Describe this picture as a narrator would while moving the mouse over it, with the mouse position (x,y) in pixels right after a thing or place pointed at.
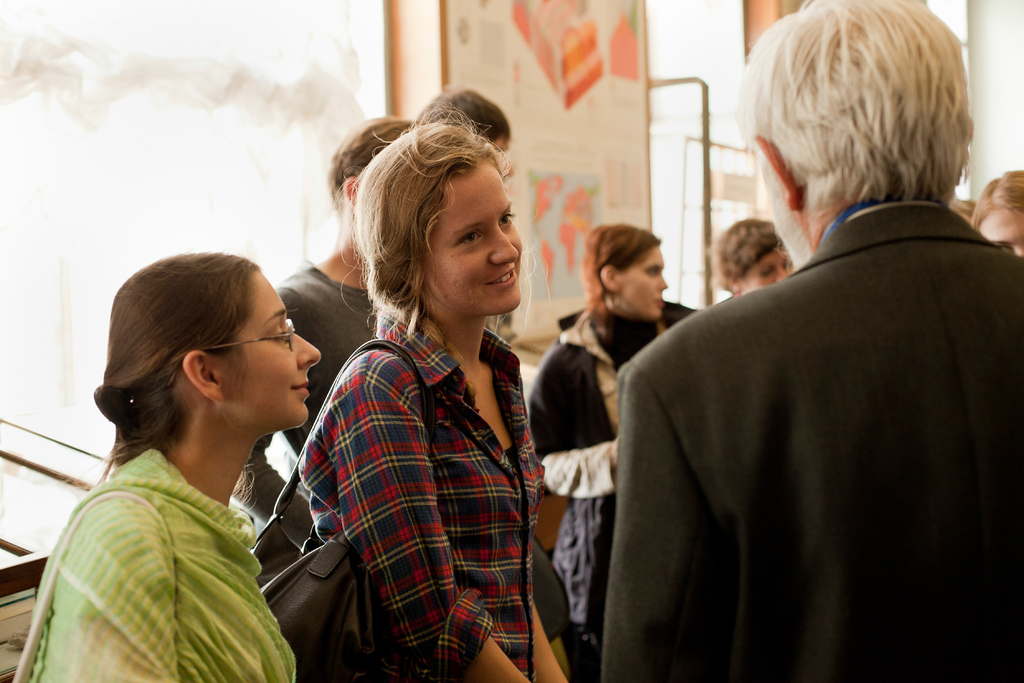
In this image we can see people (450,511) standing on the floor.
